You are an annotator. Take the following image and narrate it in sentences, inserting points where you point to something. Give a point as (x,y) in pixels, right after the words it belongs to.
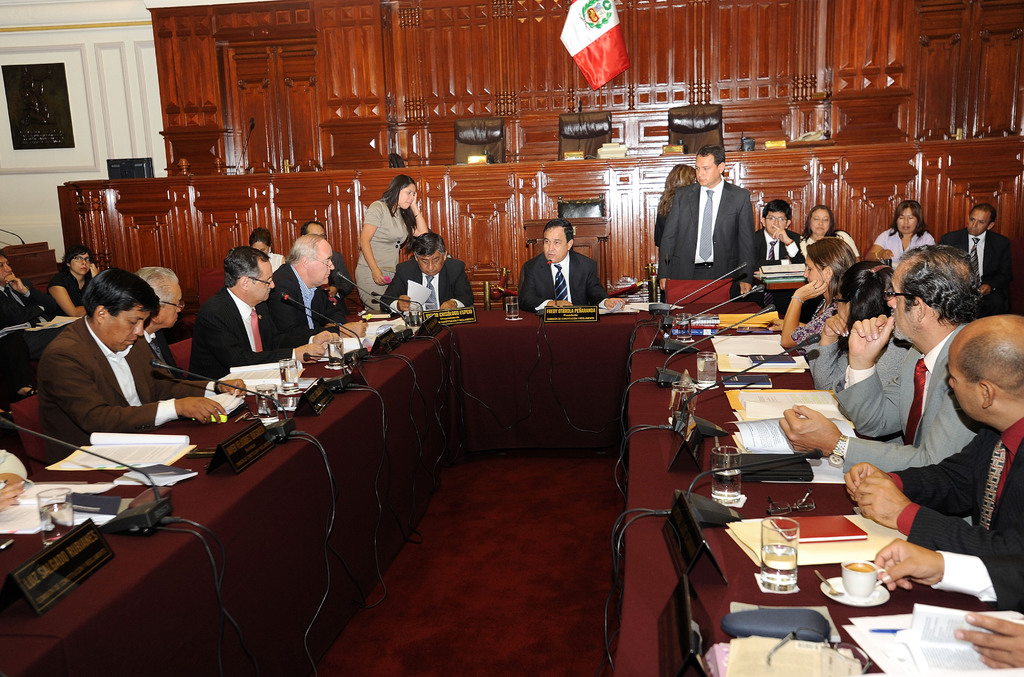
In this picture I can see there are a group of people (118,312) sitting around the table (306,665) and there are papers (798,666), micro phone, cup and saucer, there are water glasses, there are many other objects (827,626) placed on the table (840,622). In the backdrop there are three chairs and there is a flag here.
